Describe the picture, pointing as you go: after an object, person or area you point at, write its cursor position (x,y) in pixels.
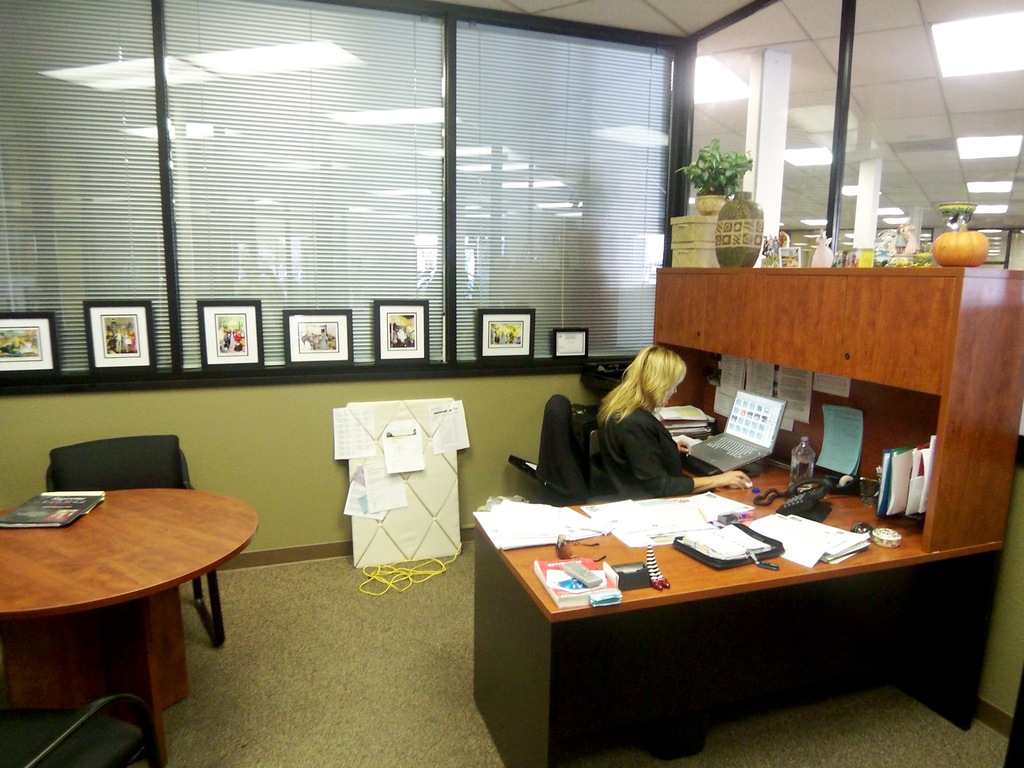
I think this picture is taken in an office (366,373). Towards the right (685,445), there is a woman (676,468) working on the laptop (725,448). Beside her, there is a table (574,652) which is in L shape. On the table (776,480), there are papers (807,526), files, telephone (798,495), remotes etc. Towards the left (60,645), there is another table (171,573) with two chairs (65,714). On the table (88,539), there is a book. On the top (244,140), there is a wall (258,252) with glass (296,247). On the wall (198,354), there are some frames (1,323). On the top right (709,237), there are some objects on the desk (924,375).
